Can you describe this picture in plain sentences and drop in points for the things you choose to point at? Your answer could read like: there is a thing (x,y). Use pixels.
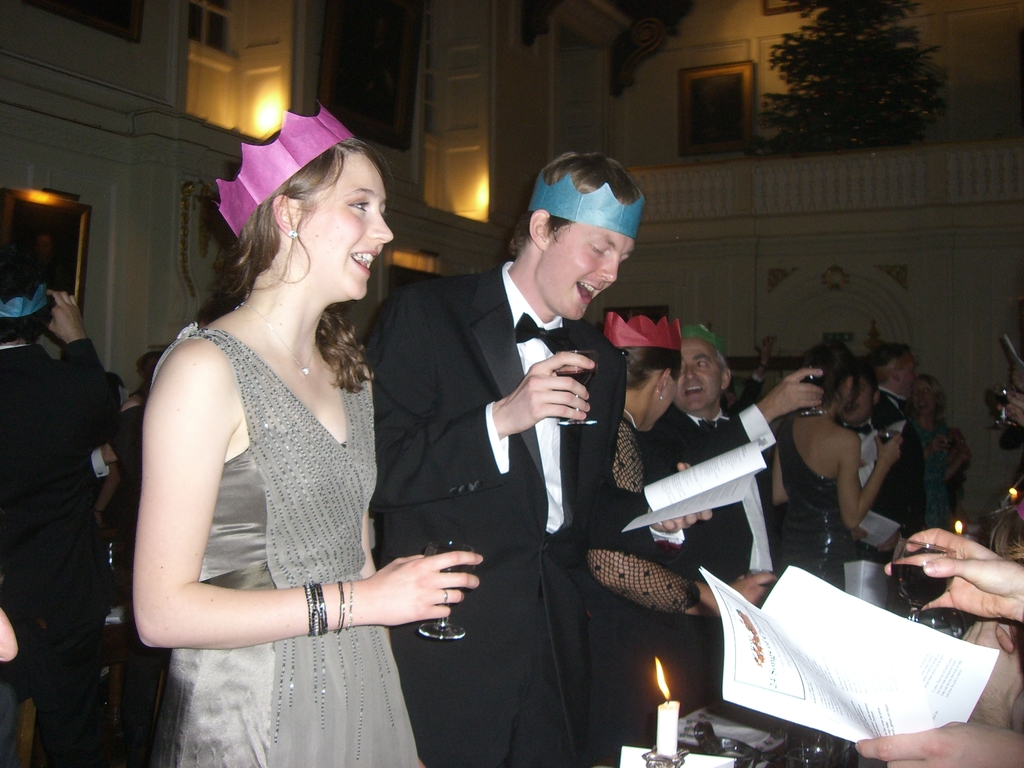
In this image there are group of persons (529,444). In the front (490,463) there are persons (519,471) standing and holding glass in their hands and smiling. On the right side (929,562) there is a person (955,602) holding a glass (914,558) and holding a paper (861,685). In the center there is a table (765,724) and on the table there are glasses (791,725) and there is a candle (659,724). In the background (372,85) there are frames (753,90) on the wall (598,79) and there is a plant (872,121) and there are light (251,108).
